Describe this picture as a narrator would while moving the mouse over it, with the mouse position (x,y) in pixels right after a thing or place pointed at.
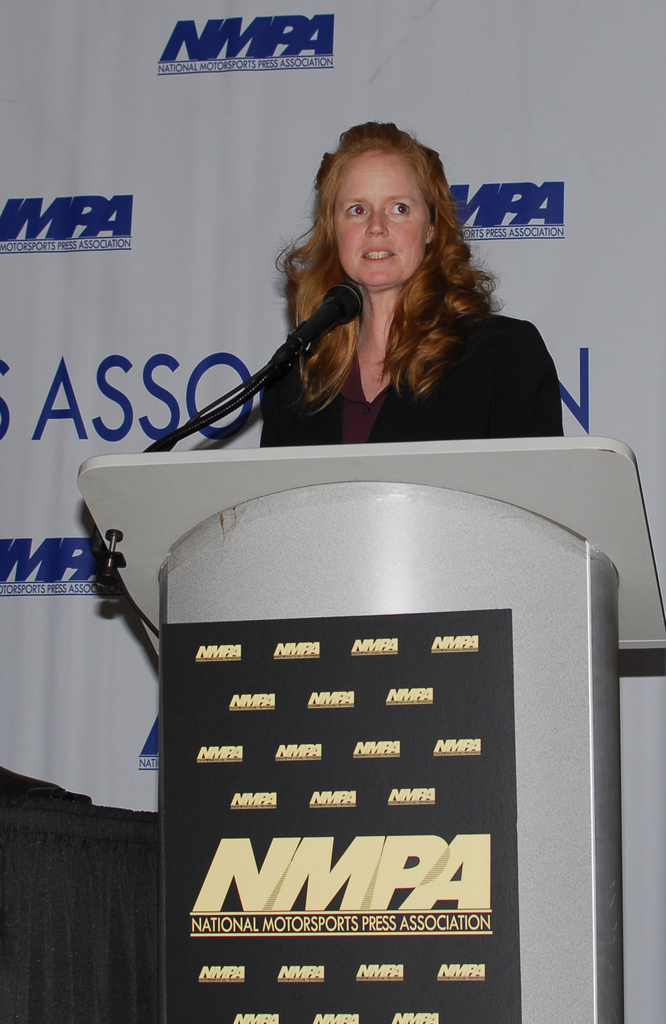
In this image we can see a person (457,381) wearing black color dress (478,390) standing behind the podium (565,600) which is of silver color there is a microphone (177,438) on it and in the background of the image (244,112) there is white color sheet (468,119).
